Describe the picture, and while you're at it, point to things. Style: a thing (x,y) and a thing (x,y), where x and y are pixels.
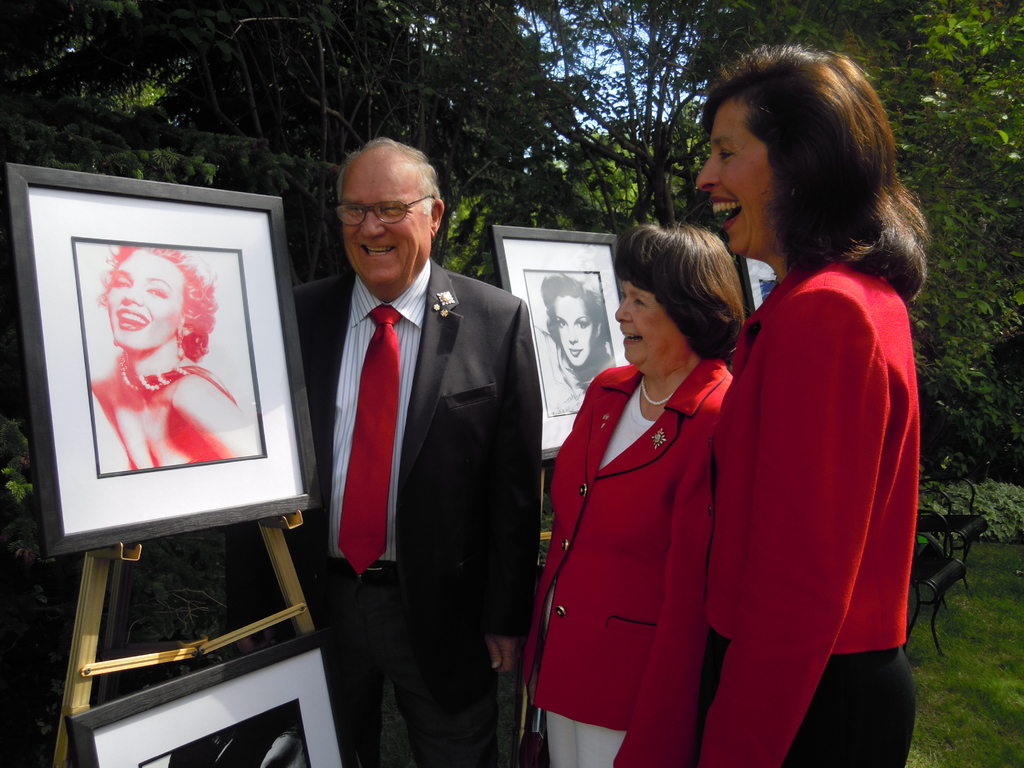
In this picture we can see three people (328,302) standing and smiling. There are a few frames (138,427), wooden objects (111,666), chairs (922,573) and some grass (956,635) is visible on the ground (982,671). We can see the sky (671,96) in the background (585,121).
